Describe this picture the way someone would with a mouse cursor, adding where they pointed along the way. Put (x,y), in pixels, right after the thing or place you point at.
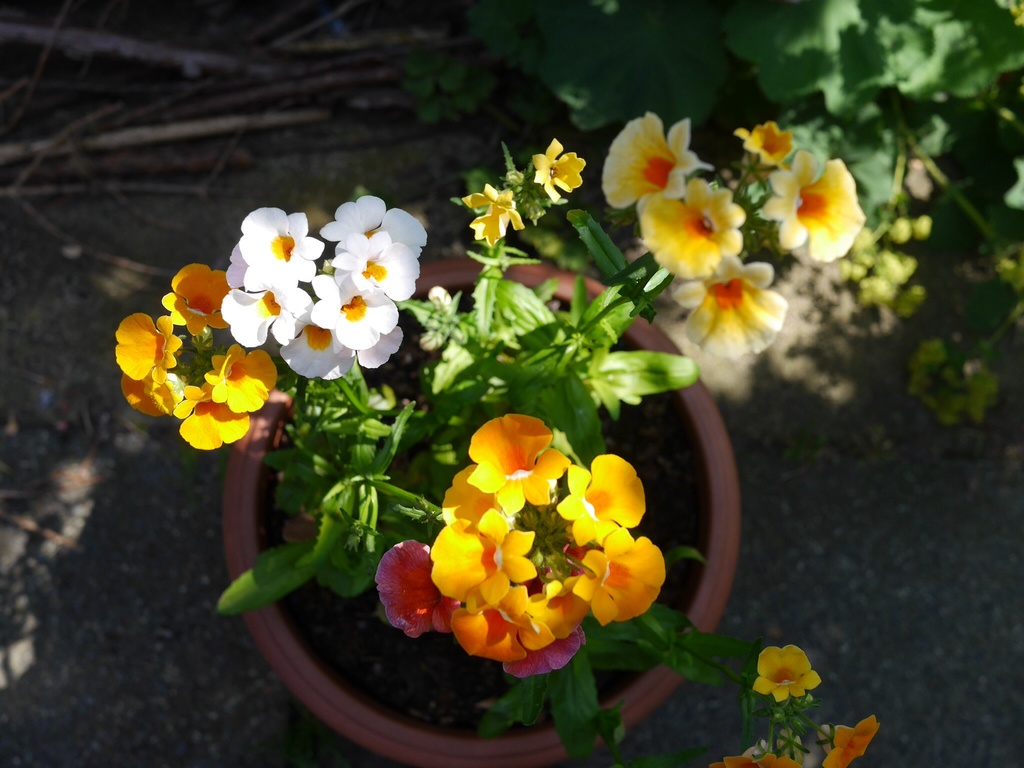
In this image we can see white and yellow color flowers (355,344) of the plant (446,491) which is kept in the flower pot (320,712). The background of the image (12,72) is slightly blurred.
